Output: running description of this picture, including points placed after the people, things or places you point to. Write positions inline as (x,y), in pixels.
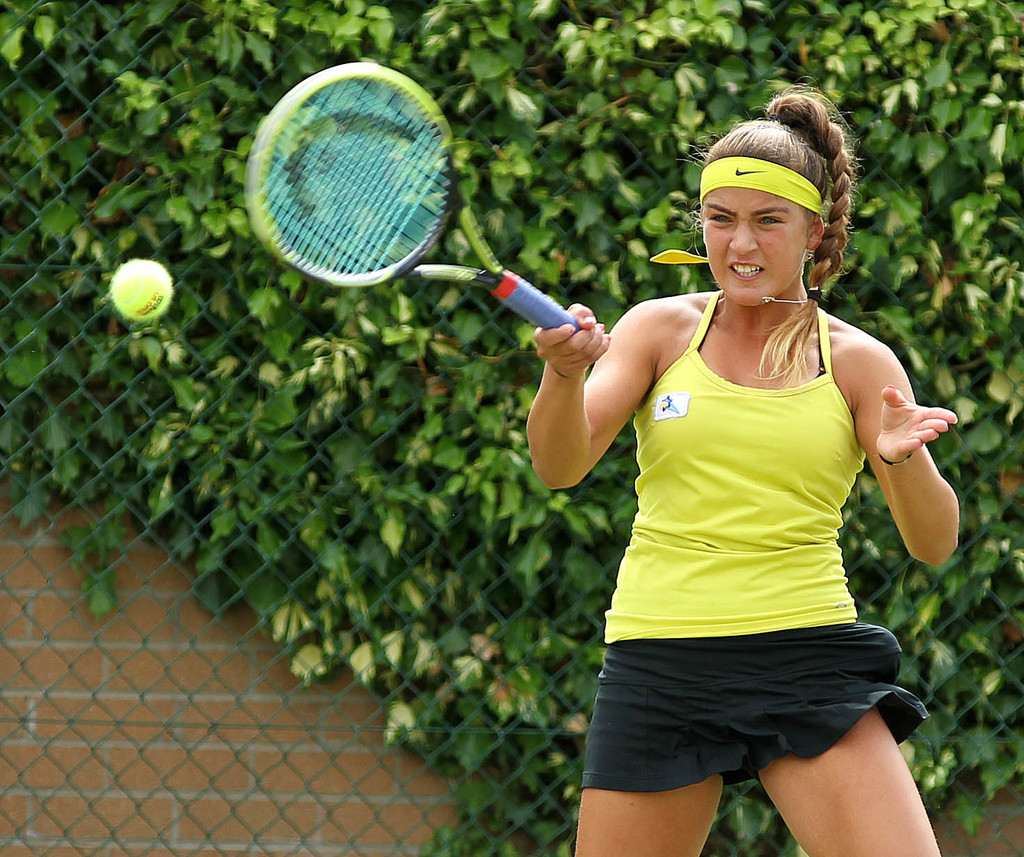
The woman (753,472) is holding a tennis racket (360,190) in her and there is a ball (150,279) in front of her and there are trees (527,60) in the background (595,52).
